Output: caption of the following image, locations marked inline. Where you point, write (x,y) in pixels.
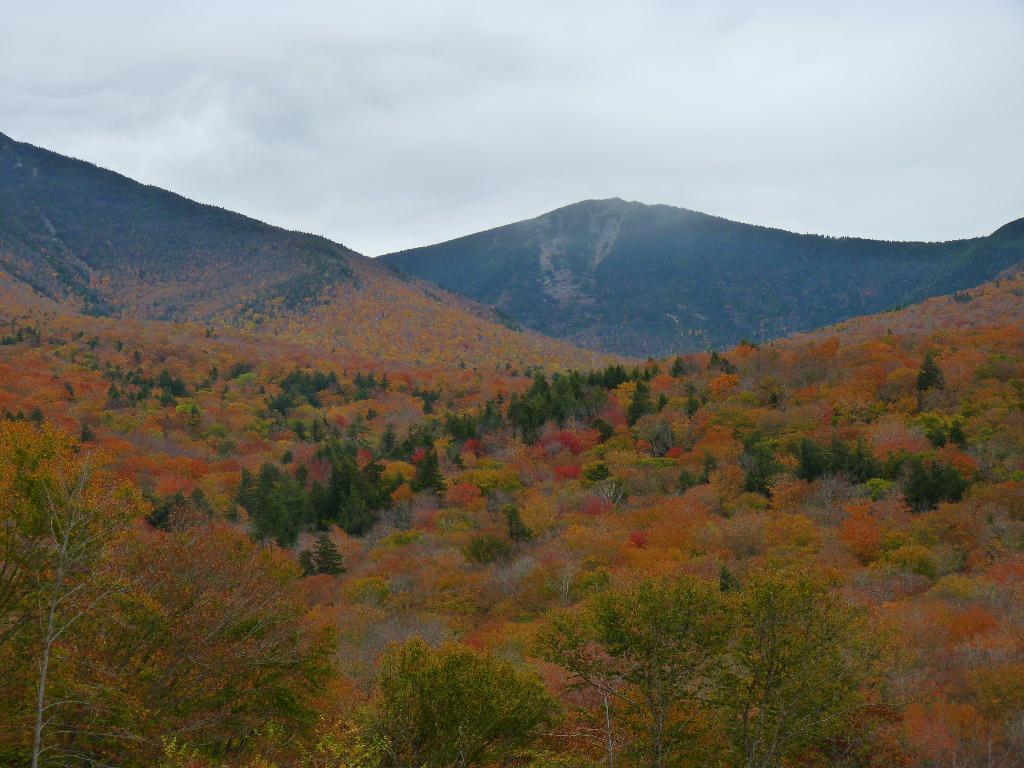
Here we can see trees (766,533). In the background (72,127) we can see a mountain (611,204) and sky (501,160).
